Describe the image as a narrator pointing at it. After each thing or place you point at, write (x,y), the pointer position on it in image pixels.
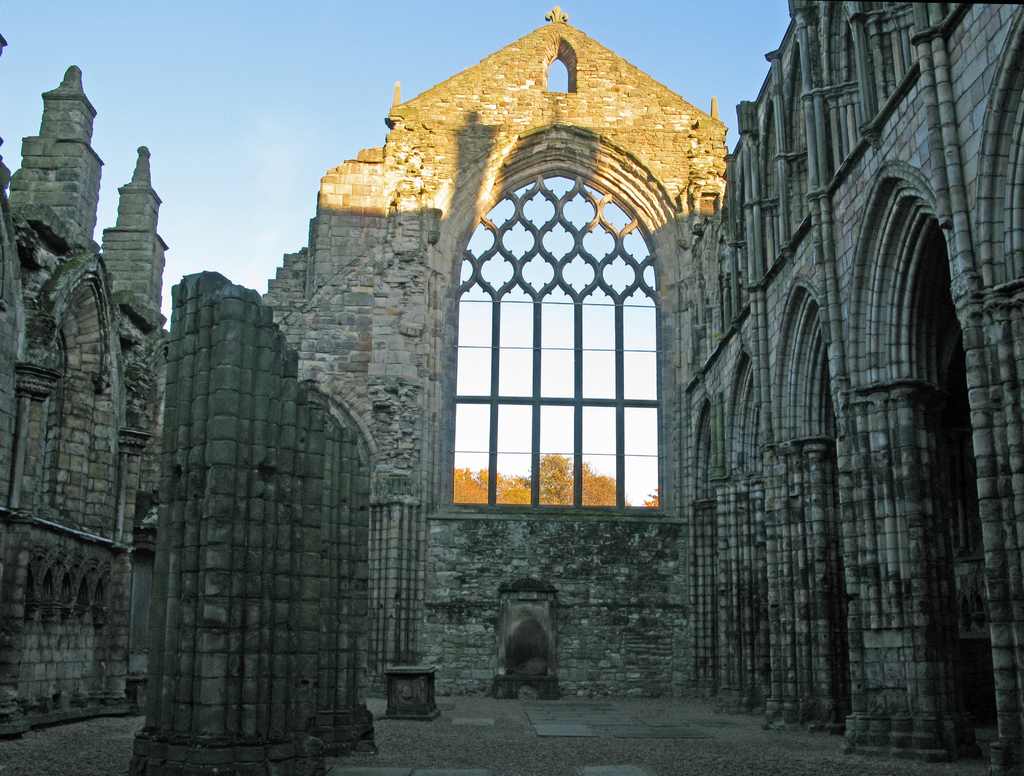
In this image I can see a building (483,509). Back I can see trees (515,500). The sky (275,84) is in blue and white color.
